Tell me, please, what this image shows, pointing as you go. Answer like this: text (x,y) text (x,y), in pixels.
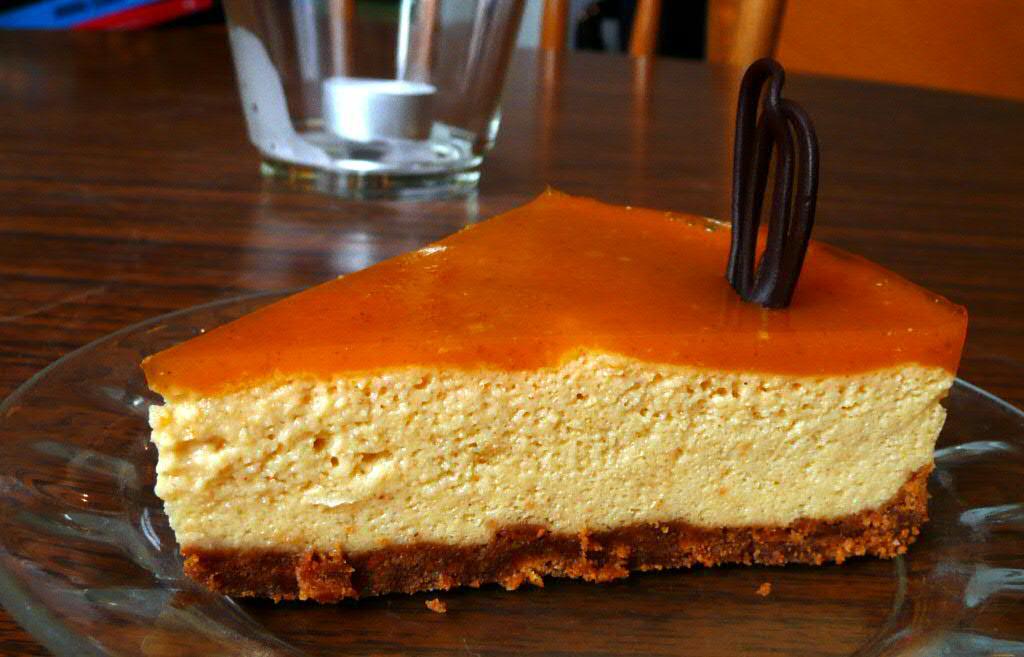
This is a piece of cake (206,425), which is on the glass plate (829,604). This looks like a table (699,121). I can see a plate (196,321) and a glass (365,132), which are placed on the table (52,172).
